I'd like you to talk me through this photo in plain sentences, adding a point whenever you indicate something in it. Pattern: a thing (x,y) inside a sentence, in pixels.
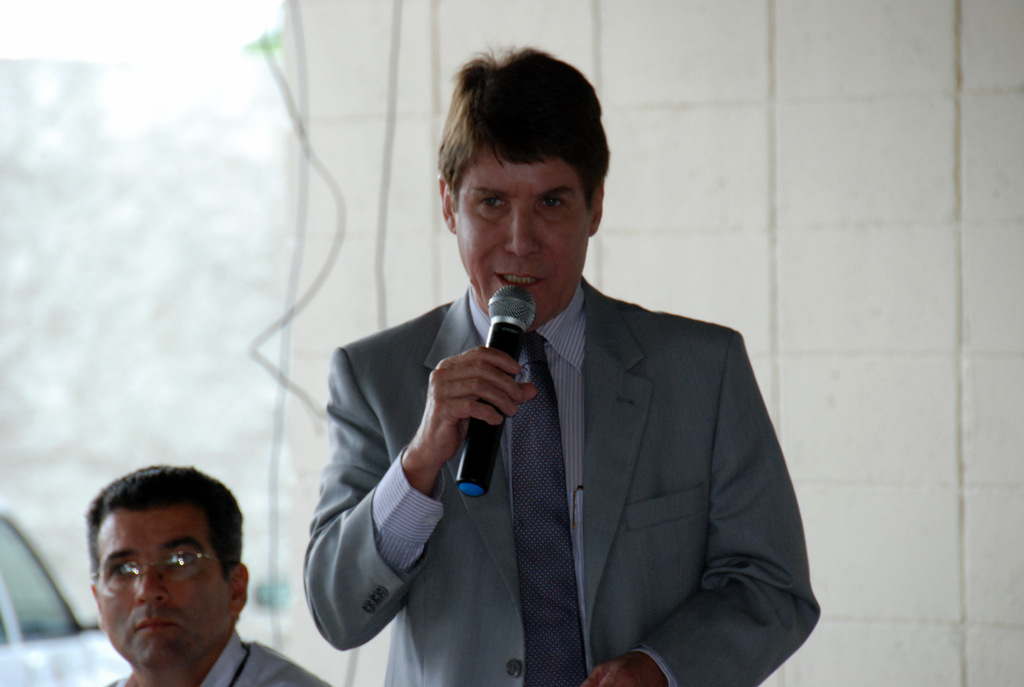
In the image there is a man (574,389) standing and holding a microphone (500,336) on his hand (509,395) for talking on left side (226,547) there is another man (230,528) in background (329,335) there is a white color wall (836,361).
